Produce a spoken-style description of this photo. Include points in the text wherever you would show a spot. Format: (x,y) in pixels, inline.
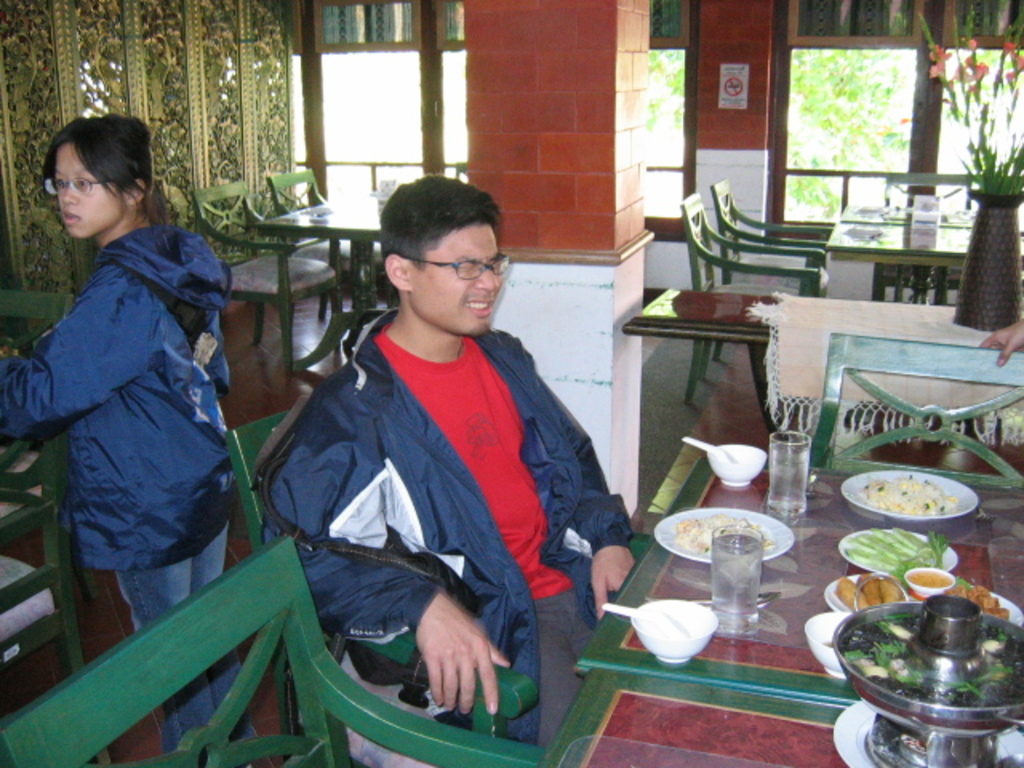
In this image i can see a man (417,432) and a woman (148,431). The man (503,501) is sitting on a chair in front of a table (895,587) and the woman (127,445) is standing on the floor (98,572). I can also see there are couple of chairs (305,185) and tables (319,230). On the table (764,575) we have couple of objects (830,624) on it.
